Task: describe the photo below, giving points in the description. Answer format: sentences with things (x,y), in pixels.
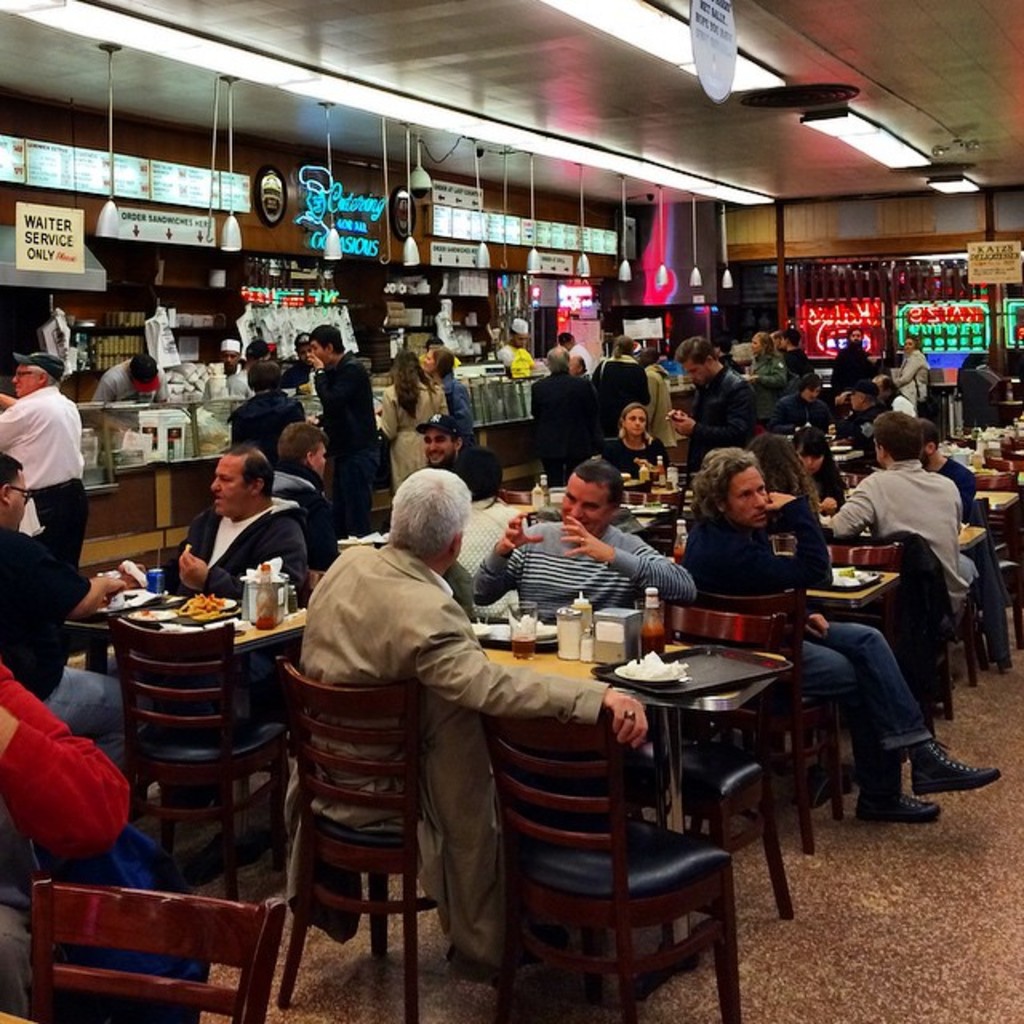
In the image we can see there are people (894,455) who are sitting on the table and they are two men (515,535) who are looking at each other and beside them there are people (71,476) who are serving food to the people (361,406) who are standing over here and on the above there are lights (663,173) which are hanged on from the top and there is a hoarding board (368,235) on which its written the shops name and there are food beverages (93,350) at the back (107,348) and on here there is a hoarding (76,232) which says "Waiter Service Only".
